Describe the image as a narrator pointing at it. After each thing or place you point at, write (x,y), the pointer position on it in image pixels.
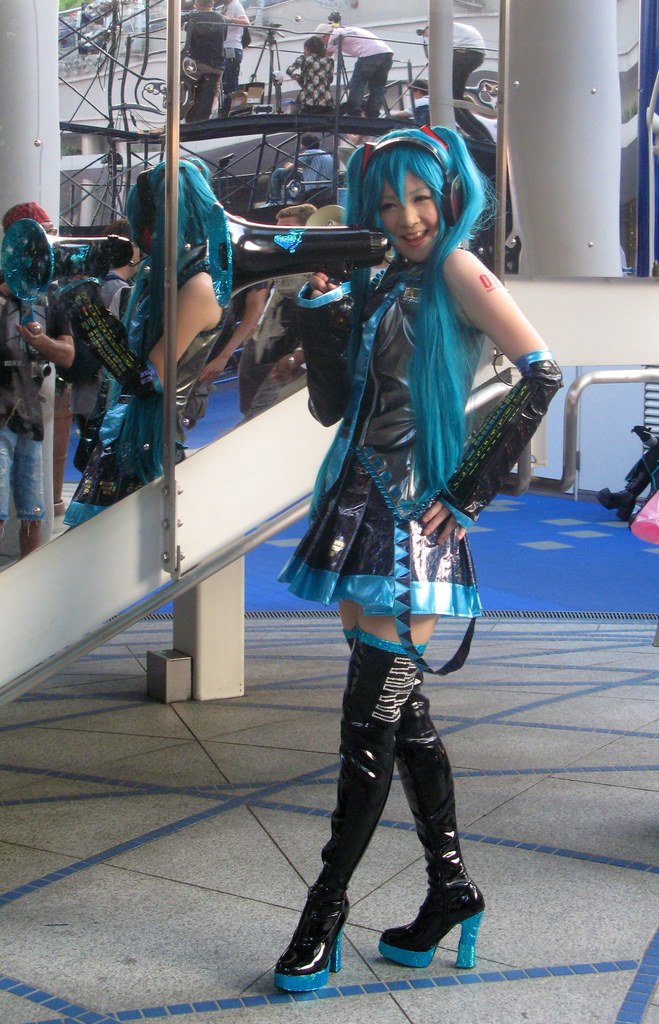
In this image I can see the person (410,563) wearing the blue, black and grey color dress (398,546) and the person (484,493) is holding the mega phone (292,268). To the side I can see the mirror (200,242) and I can see few people (289,163) in the mirror (550,204). These people (210,194) are wearing the different color dresses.
